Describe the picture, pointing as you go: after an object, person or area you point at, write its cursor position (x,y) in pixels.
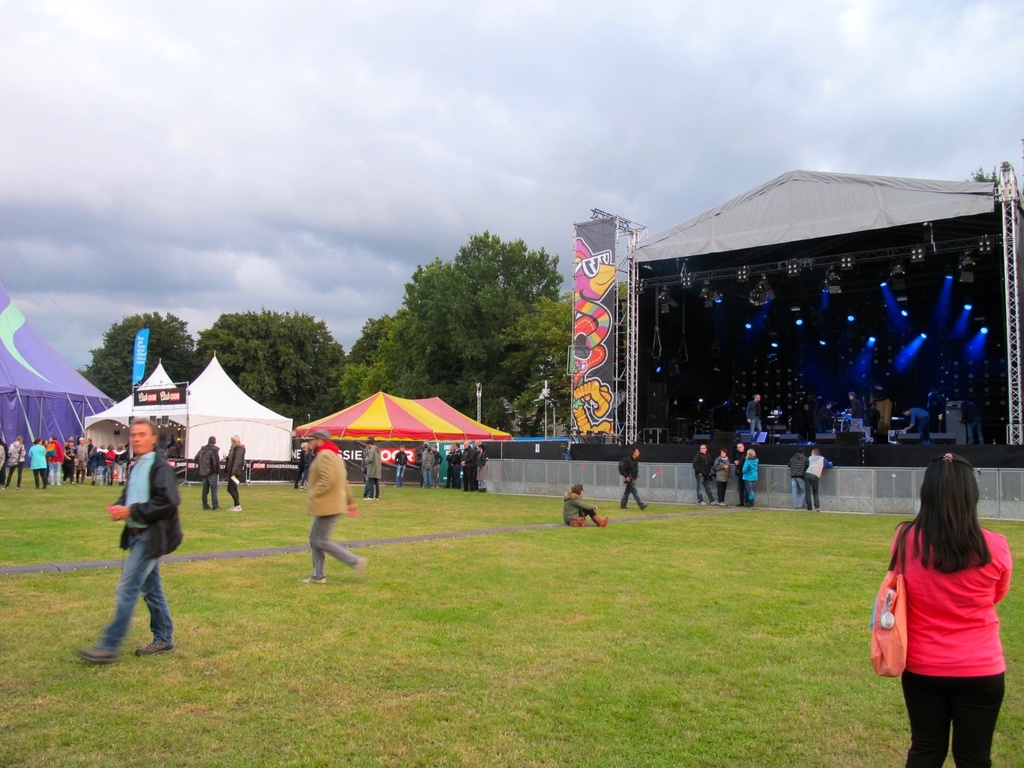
In this picture we can observe some people (1000,574) standing in the ground (394,595). There is some grass (675,645) on the ground (542,597). We can observe a stage (729,369) and blue color lights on the stage (874,372). There are some tents (234,419) which were in white, purple, yellow and red colors. In the background (330,342) there are trees (412,324) and a sky (405,126) with clouds (384,133).
